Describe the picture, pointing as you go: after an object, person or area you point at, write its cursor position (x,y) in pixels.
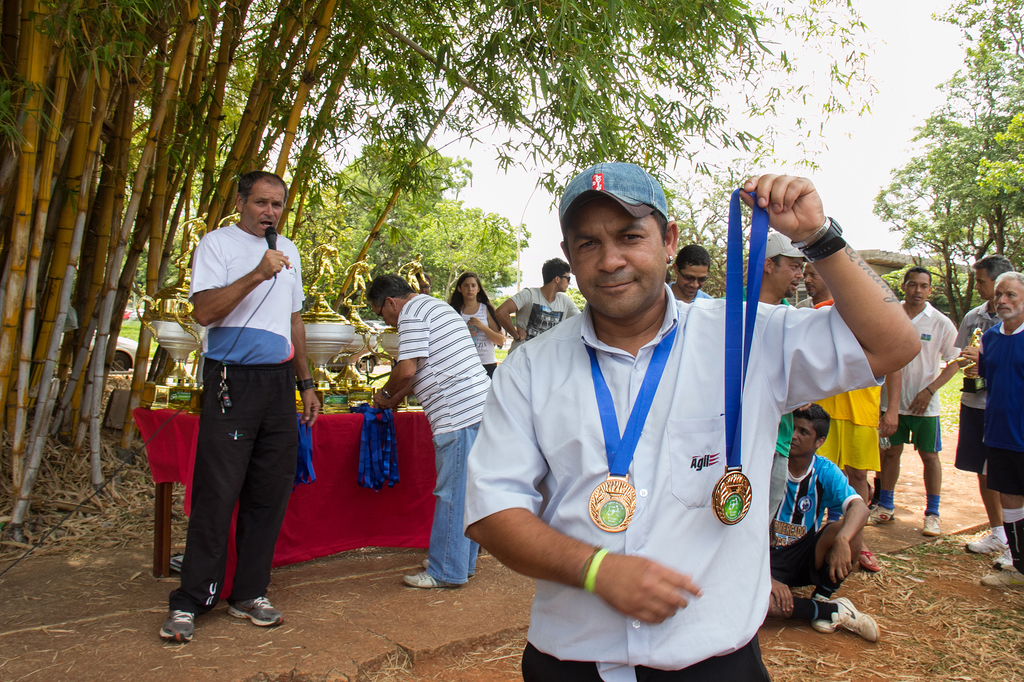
In this image we can see a group of persons (628,372). A person (628,372) in the foreground (608,409) is holding an object (752,244). On the left side (235,465), we can see a person (223,421) holding a mic (270,237). Behind the persons (234,322) we can see trophies (342,405) on a table (349,488) and there are groups of trees (395,228). At the top (826,17) we can see the sky (522,190).
